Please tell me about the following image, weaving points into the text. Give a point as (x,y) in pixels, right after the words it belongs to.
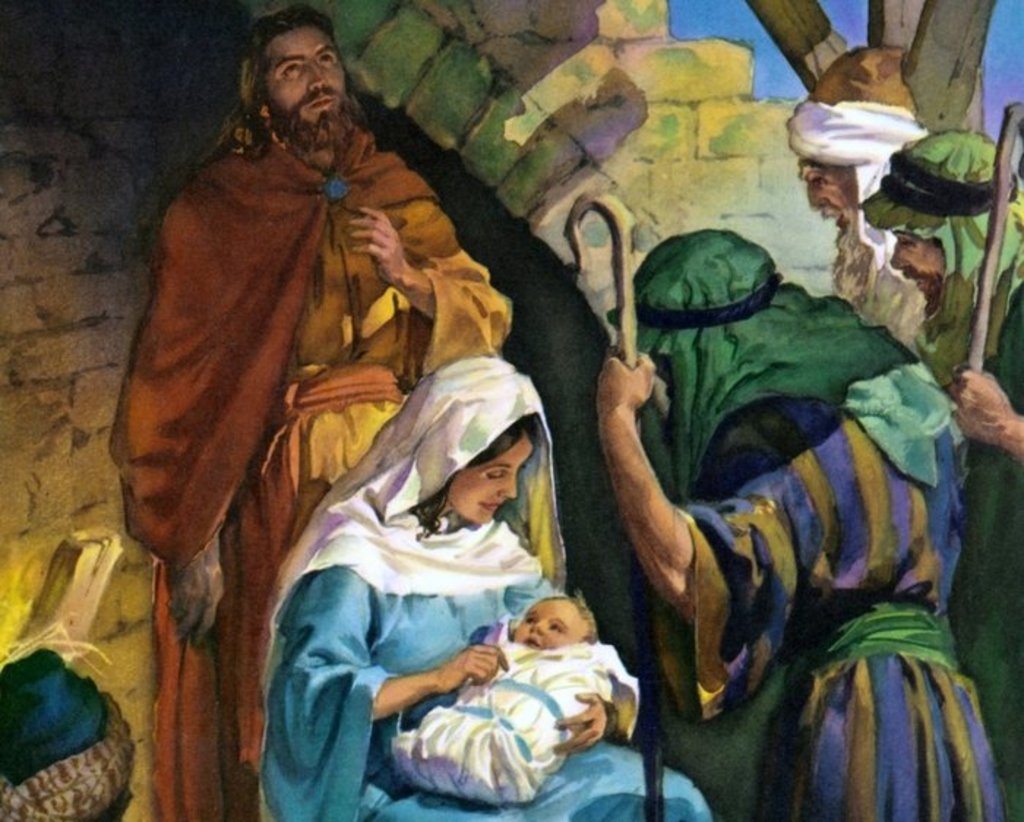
In this image we can see the painting (722,92) in which we can see a person (285,327) is wearing orange color dress (303,378), this woman (610,780) wearing blue dress (394,722) and carrying the child (505,696) and these people (797,399) are standing and holding sticks (997,219). In the background (606,295), we can see the stone wall (660,173).
